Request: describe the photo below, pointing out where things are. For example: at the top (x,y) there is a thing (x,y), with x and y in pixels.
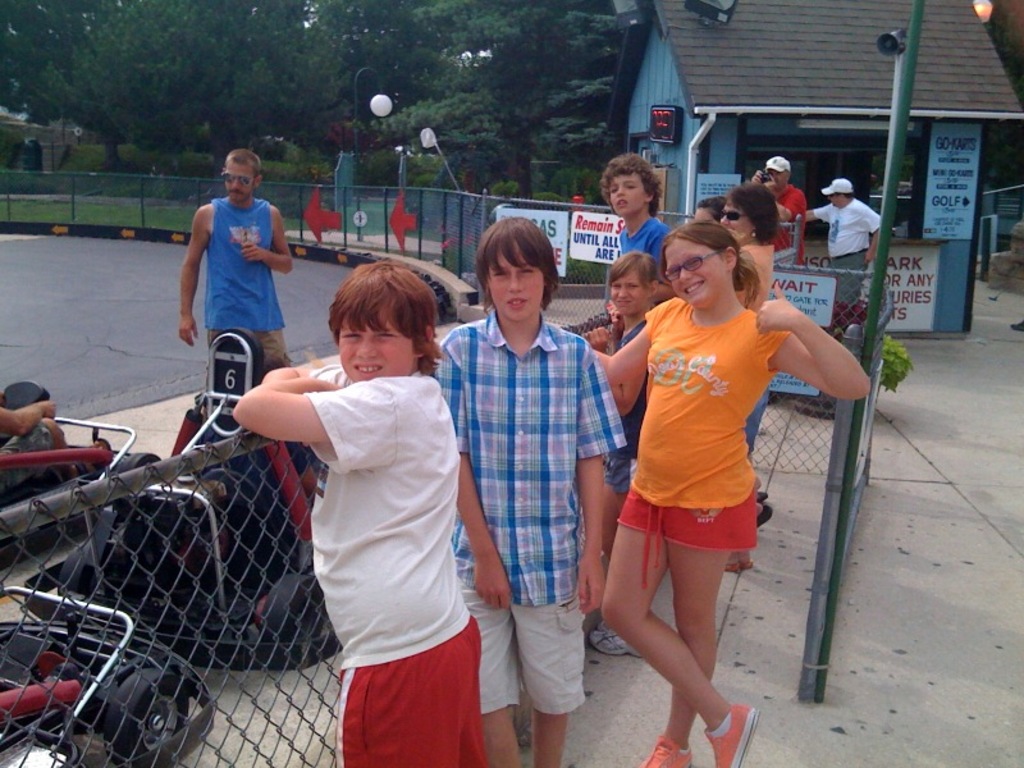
In this image we can see few people (463,442) standing on the pavement (790,630), there is a fence (386,229) with boards (559,211) and arrow marks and there are few vehicle (158,594) looks like a racing cars (226,500) near the fence (222,516), in the background (508,67) there are few trees (412,85), a light (379,96) and a stall (789,96).
